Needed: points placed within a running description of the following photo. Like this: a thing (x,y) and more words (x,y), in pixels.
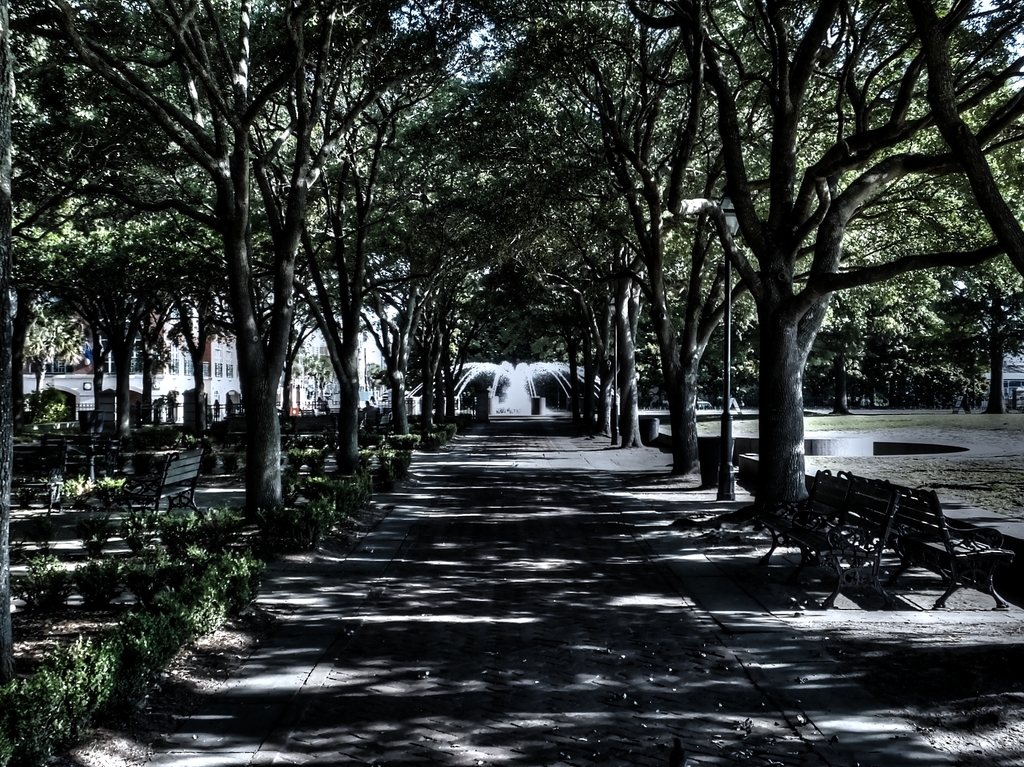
In this image I can see a fountain (520,385) in the center of the image (472,370) and wooden benches (842,549) and plants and trees (721,259) and some light poles (724,444) on both sides of the road (503,451) and I can see a building (179,384) behind the trees (199,364) on the left side of the image (155,388).
